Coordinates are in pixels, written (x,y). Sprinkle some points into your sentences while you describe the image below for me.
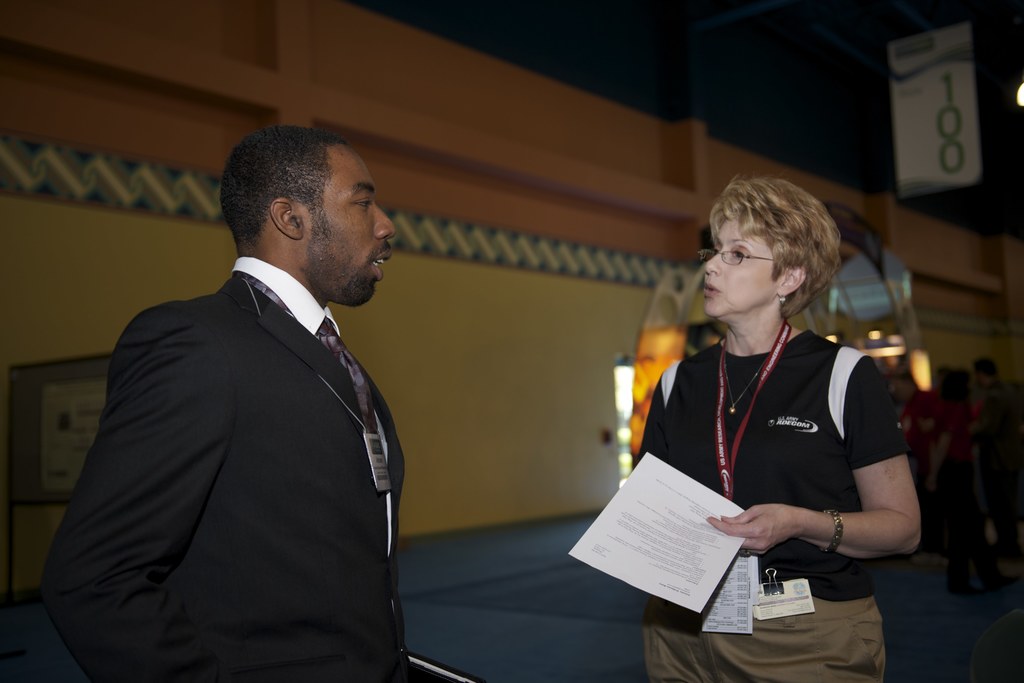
In this picture, I can see two persons (380,408) standing, a person (780,400) holding a paper (692,597), there are group of people (973,454), there are boards (966,130), this is looking like a circular ring object (888,274), and in the background (527,244) there is a wall (1007,284).
